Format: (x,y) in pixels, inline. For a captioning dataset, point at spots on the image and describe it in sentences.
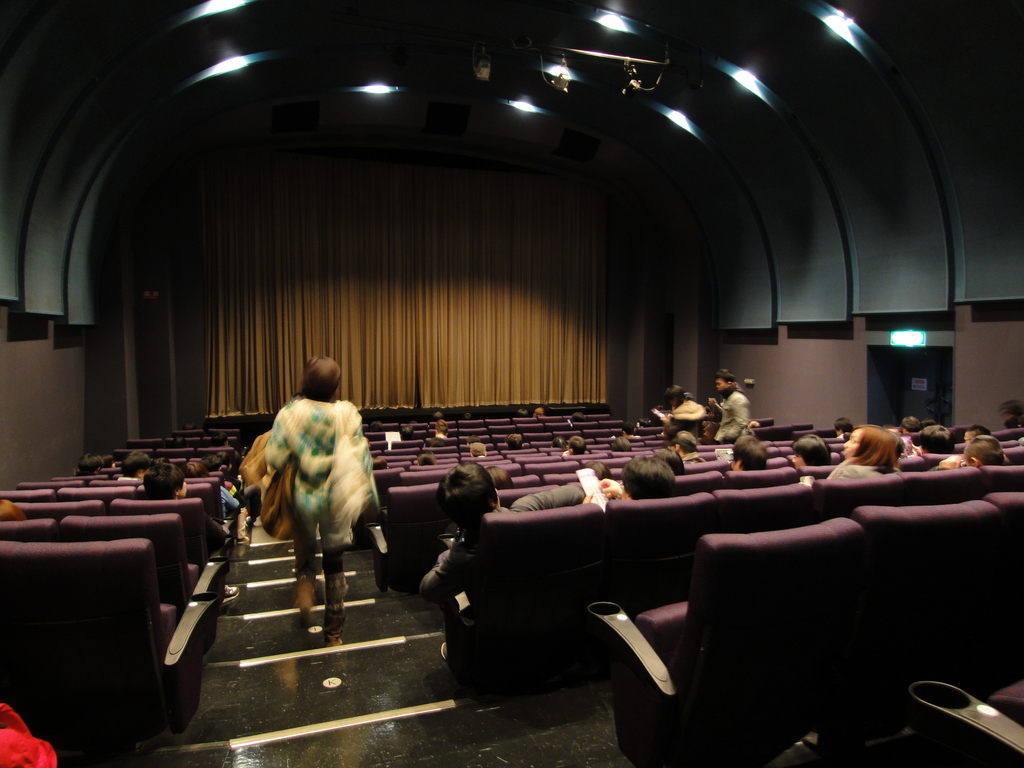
In this image there are people (972,454) sitting on the chairs (719,504). On the left side of the image (324,534) there is a person (307,594) walking on the stairs (276,576). In the background of the image (261,301) there are curtains (471,277). On top of the image (489,53) there are lights (830,27).
